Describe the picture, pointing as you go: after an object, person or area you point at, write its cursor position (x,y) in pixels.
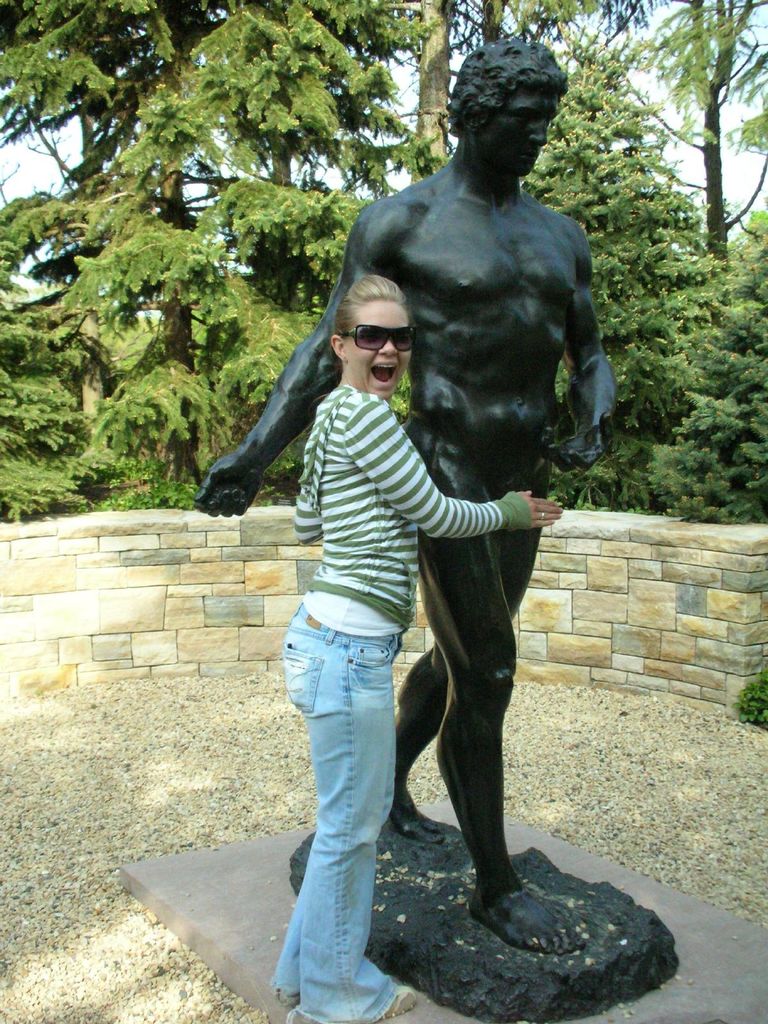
In this image I can see a person (464,525) standing and a black colored statue (499,720) beside her. In the background (240,582) I can see the rock wall (206,606), few trees (705,365) which are green in color and the sky (754,155).
